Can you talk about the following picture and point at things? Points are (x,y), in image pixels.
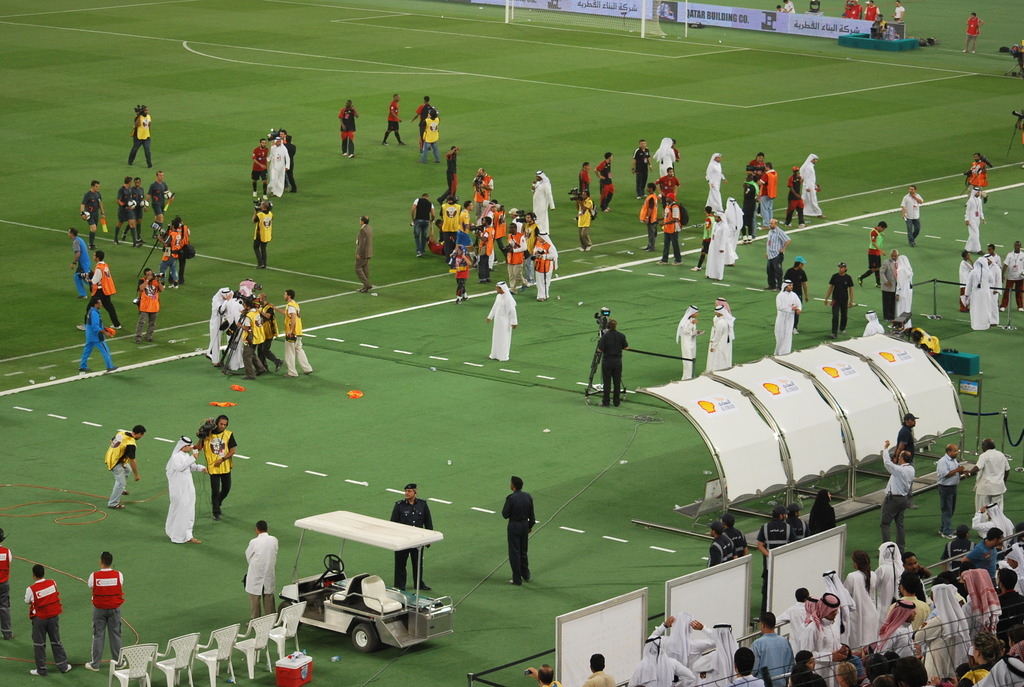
In this image there is a playground (440,442), there are group of persons (227,482), the persons (683,623) are holding an object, there are boards (731,577), there is text (691,14) on the boards (724,18), there is a net (550,16), there is a vehicle (306,621), there are chairs (135,667), there is the grass (433,303), there are objects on the grass (396,338).
